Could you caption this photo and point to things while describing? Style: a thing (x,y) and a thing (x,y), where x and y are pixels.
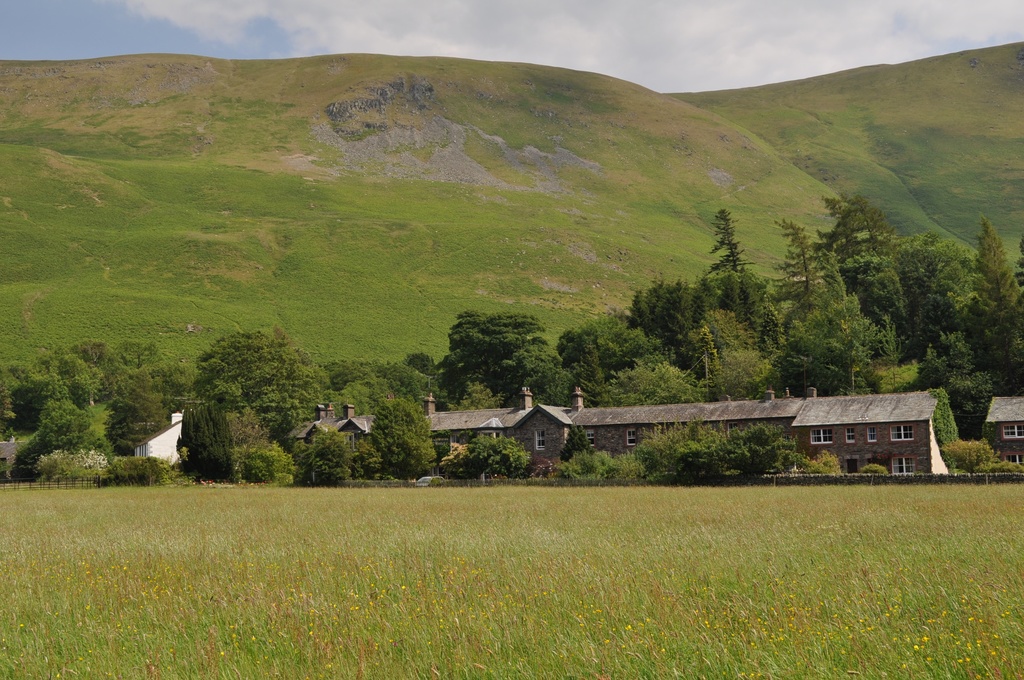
In the foreground of the image (457,547) we can see the grass (460,640). In the middle of image (510,286) we can see building (846,462), trees (726,360) and grass (268,225). On the top of the image (327,4) we can see clouds (492,36) and the sky (130,39).
